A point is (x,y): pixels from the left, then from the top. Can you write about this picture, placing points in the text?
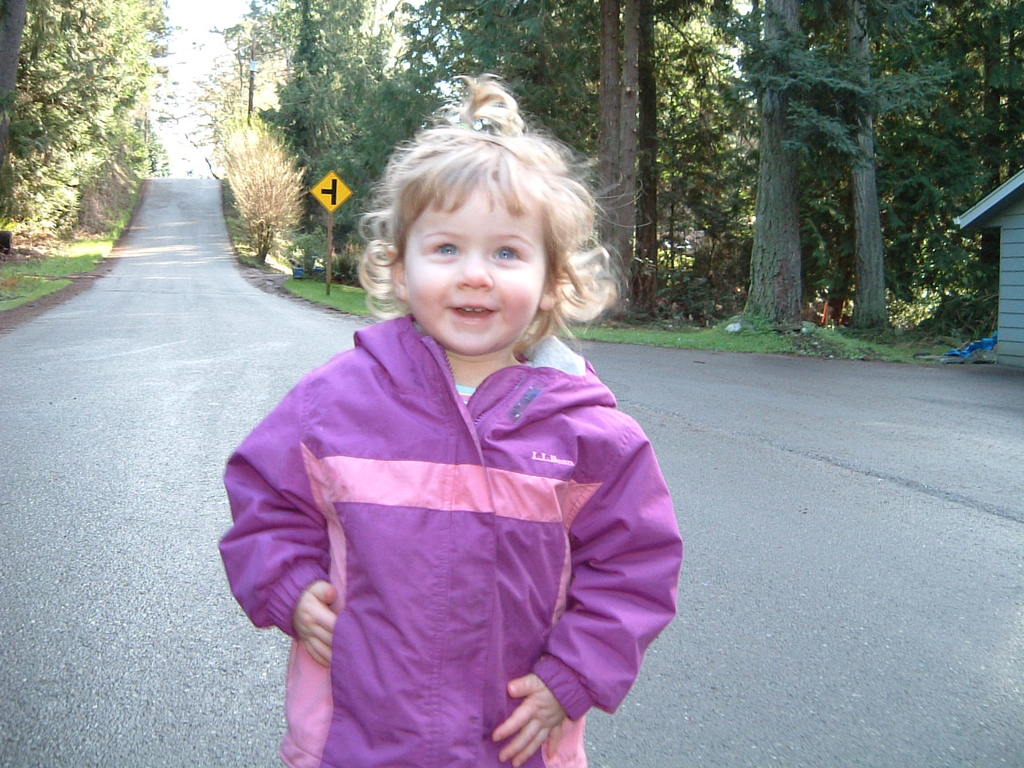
In this picture there is a girl (442,716) who is wearing pink hoodie (565,514). She is smiling and standing on the road (225,737). On the right (1007,280) there is a wooden hut (1003,260), beside that I can see some plastic covers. In the background (953,254) I can see many trees (60,91) and a sign board (315,194). In the top left (171,5) there is a sky (176,3).
